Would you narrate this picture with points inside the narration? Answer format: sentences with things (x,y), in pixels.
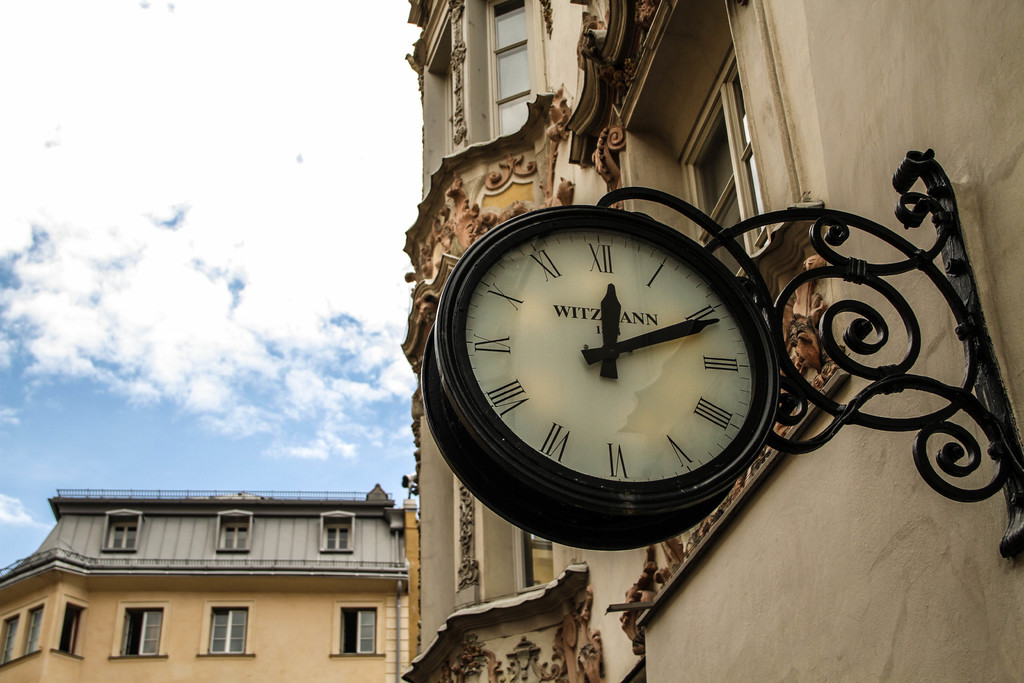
It is a wall clock (690,346) and these are the buildings (295,596), at the top (299,209) it's a sky (242,259).
